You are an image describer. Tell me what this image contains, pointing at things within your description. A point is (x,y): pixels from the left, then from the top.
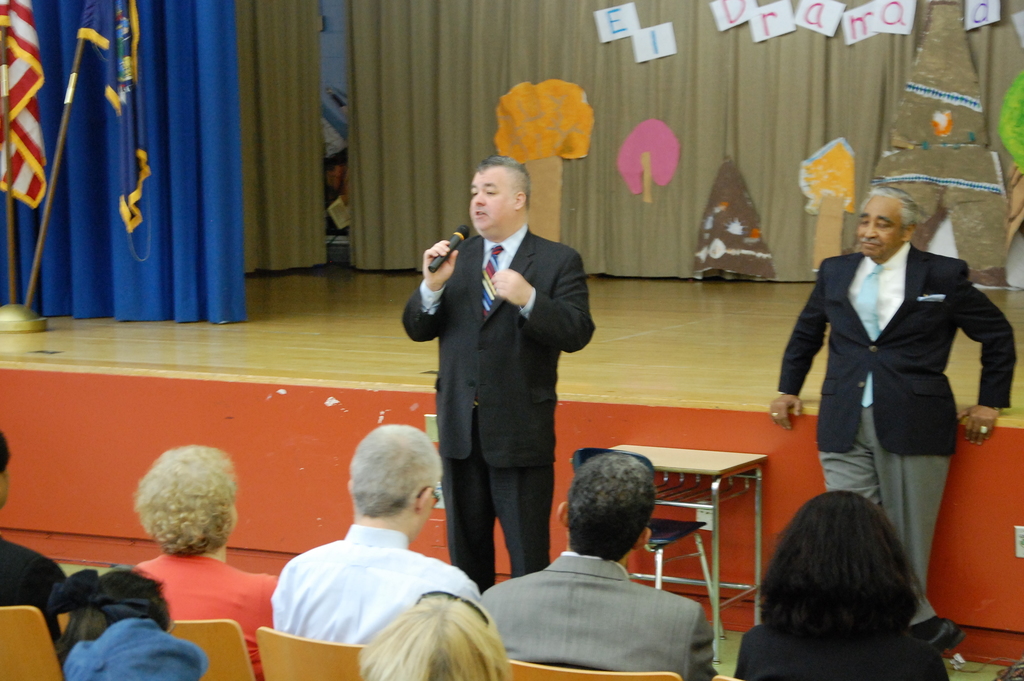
In the image we can see there are people (549,437) standing and the person (503,322) is holding mic (435,264) in his hand (455,250) and they are wearing suits (491,361). There are other people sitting on the chair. Behind there are curtains (438,176).
